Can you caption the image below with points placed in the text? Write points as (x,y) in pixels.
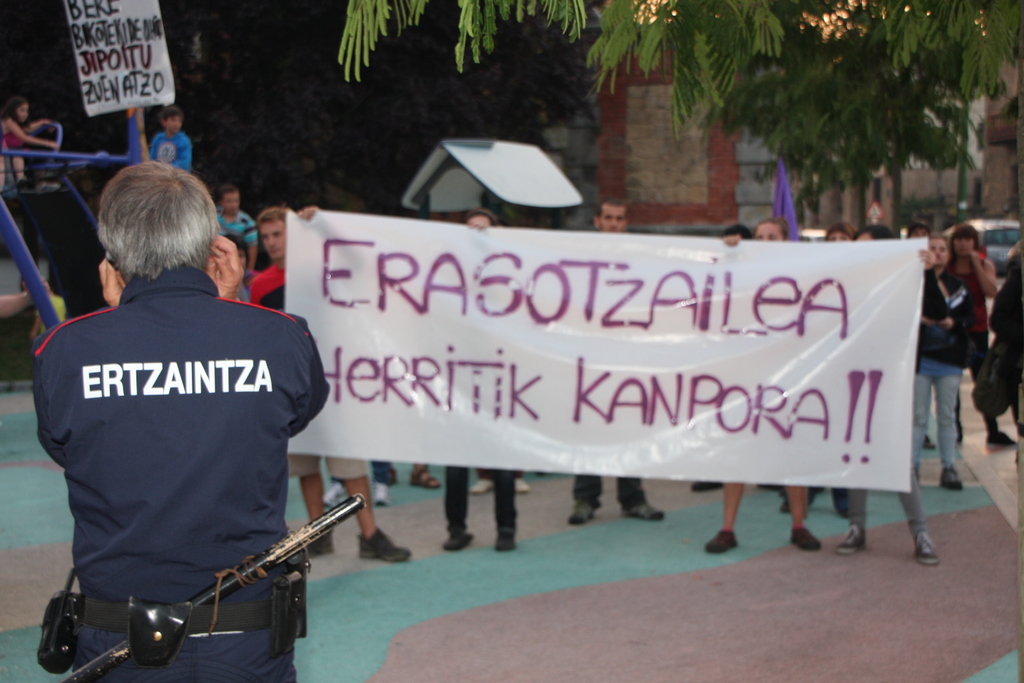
In this picture we can see some people (223,436) standing here, these people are holding a banner (573,441), in the background (687,194) there is a building (687,149), we can see a tree (713,30) here, there is a board (90,33) on the left side (169,59).
